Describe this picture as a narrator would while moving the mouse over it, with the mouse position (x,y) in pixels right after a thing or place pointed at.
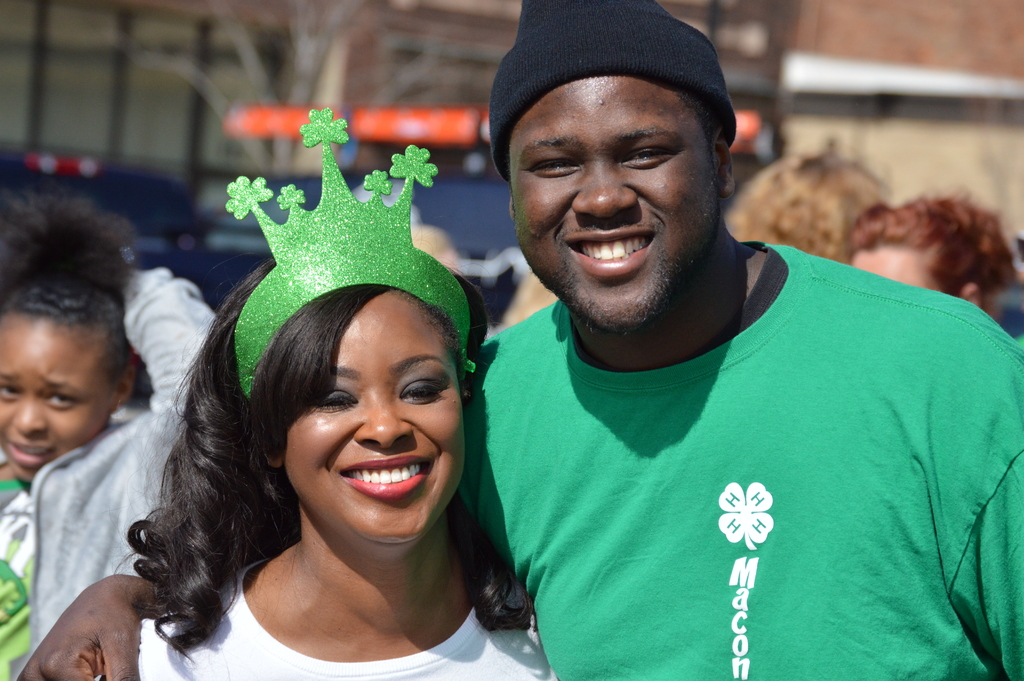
In this image I can see the group of people (559,174) standing. In front (661,162) the person (716,432) is wearing green color shirt (581,477) and the person (297,566) at left (266,615) is wearing white color shirt (262,636) and I can see the blurred background (451,26).
